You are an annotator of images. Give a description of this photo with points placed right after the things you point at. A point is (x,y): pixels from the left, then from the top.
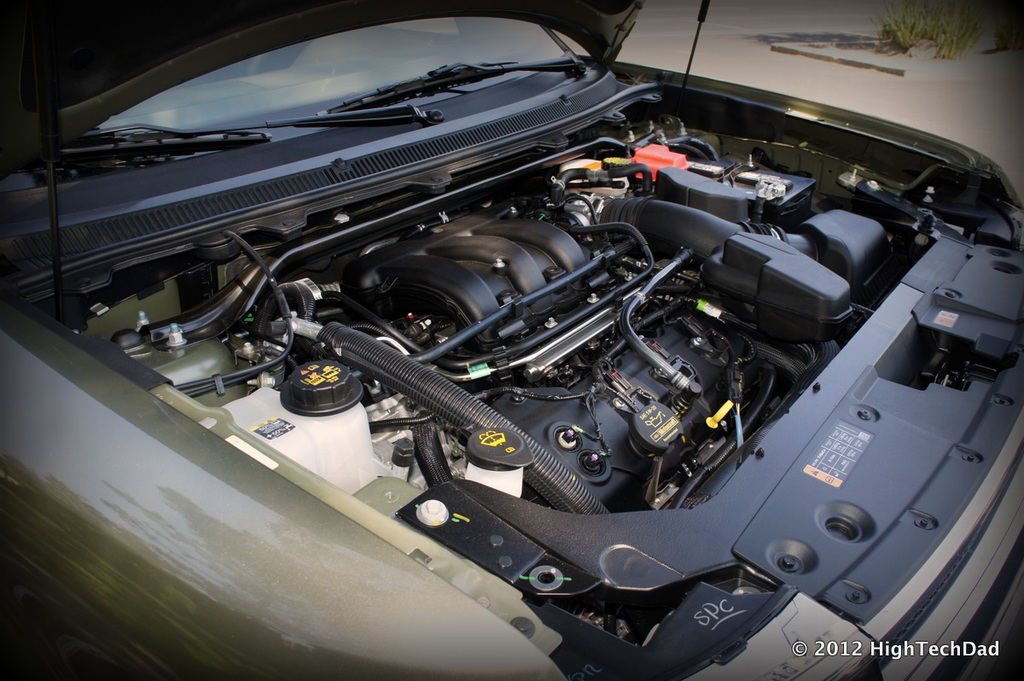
In this picture there is a engine (591,350) of a vehicle (616,338) which has few objects (568,343) in it.
